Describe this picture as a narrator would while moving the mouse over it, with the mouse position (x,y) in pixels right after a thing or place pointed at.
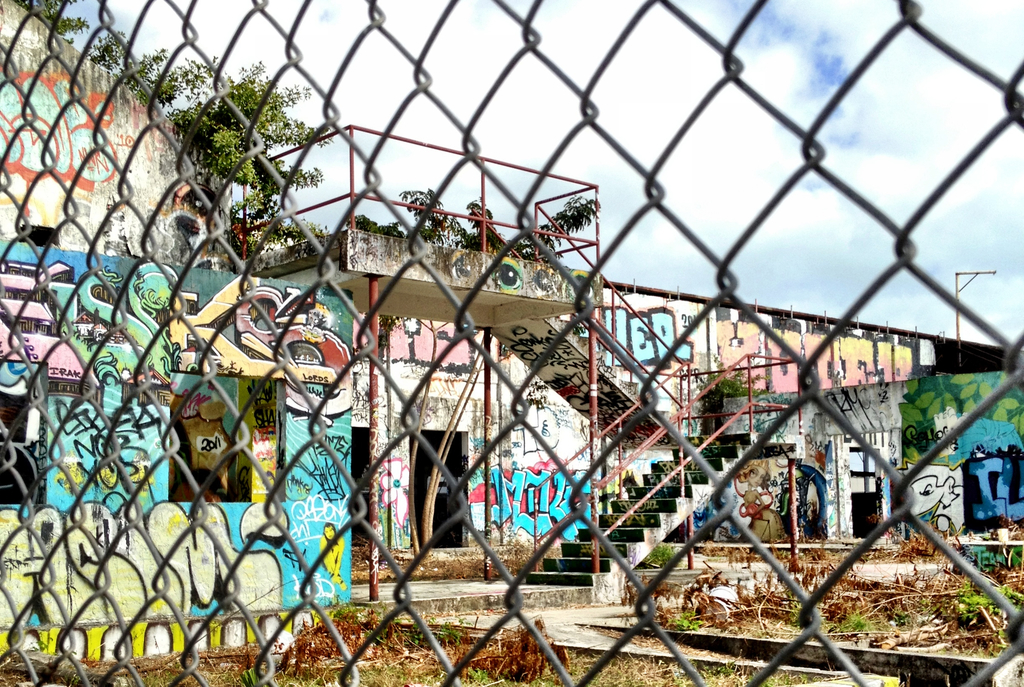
In the foreground (396,441), I can see a fence (34,112), grass (508,643), staircase (670,510), paintings (313,363) on a wall (262,398) and buildings (307,505). In the background (812,244), I can see trees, poles (579,243) and the sky (628,138). This image is taken, maybe during a day.
